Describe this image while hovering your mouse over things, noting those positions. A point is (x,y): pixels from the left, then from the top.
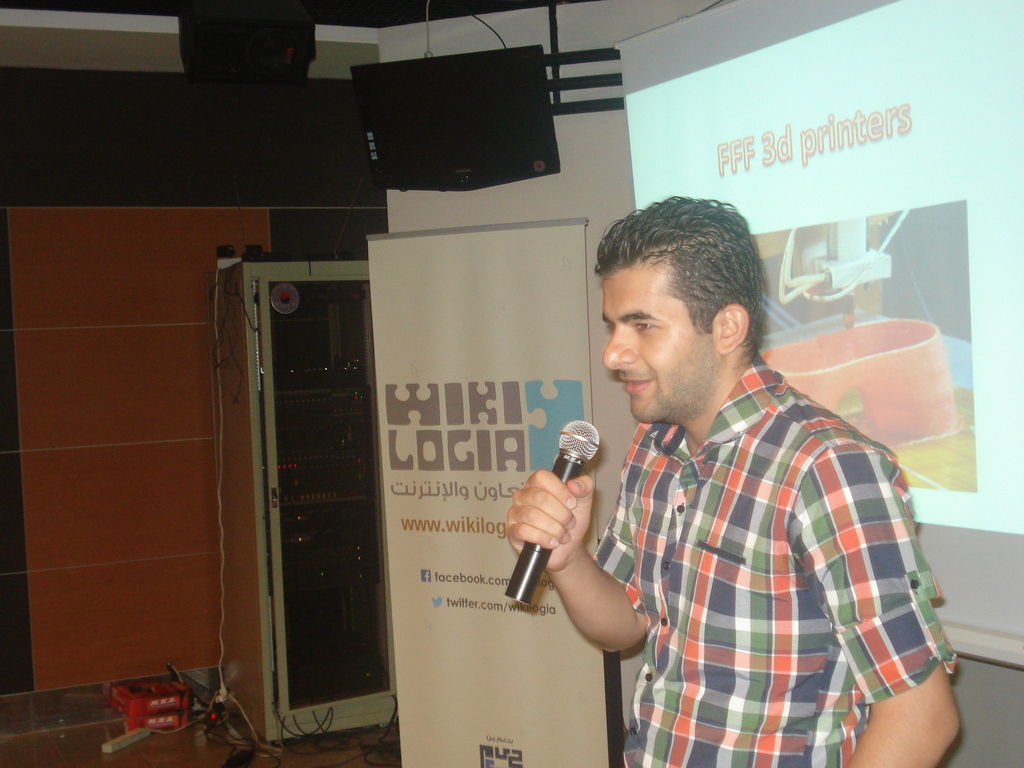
There is a man (741,460) in shirt (748,532), holding a mic (592,430), smiling and standing. In the background (768,95), there is a screen (894,89). Beside him, there is a poster (471,468), speaker (468,175). On the left hand side (65,294), there is a wall (38,558), floor (65,736) and a device (262,579).
